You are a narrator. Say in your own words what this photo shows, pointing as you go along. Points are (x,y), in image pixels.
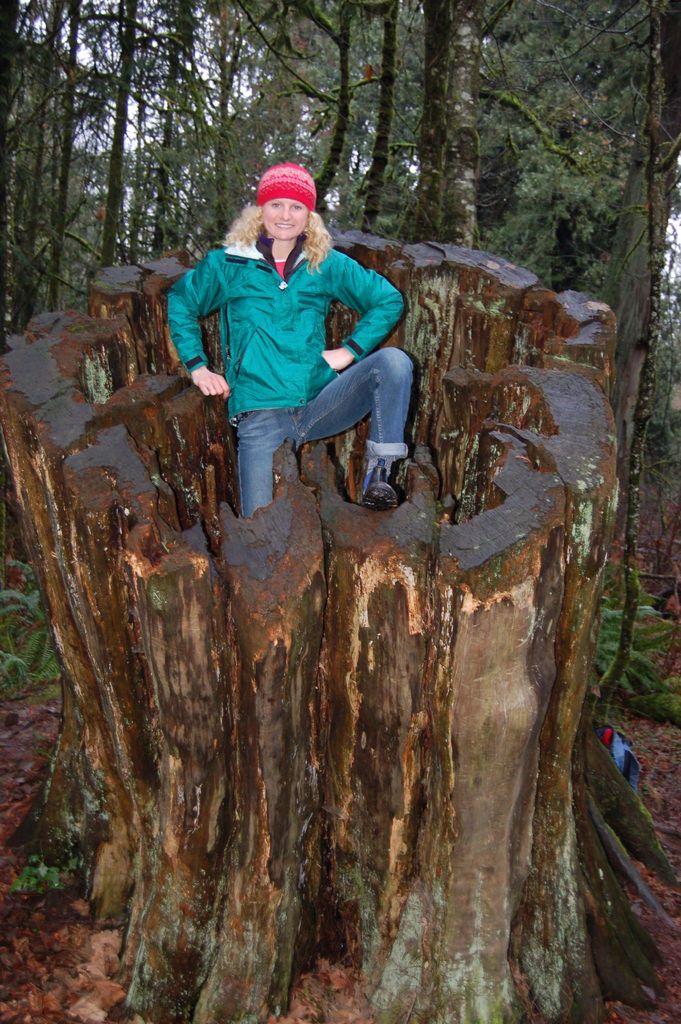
In this image, I can see the woman (283,399) standing and smiling. I think she is standing on the tree trunk (263,538). These are the trees (364,86) with branches (86,93) and leaves (414,121).
